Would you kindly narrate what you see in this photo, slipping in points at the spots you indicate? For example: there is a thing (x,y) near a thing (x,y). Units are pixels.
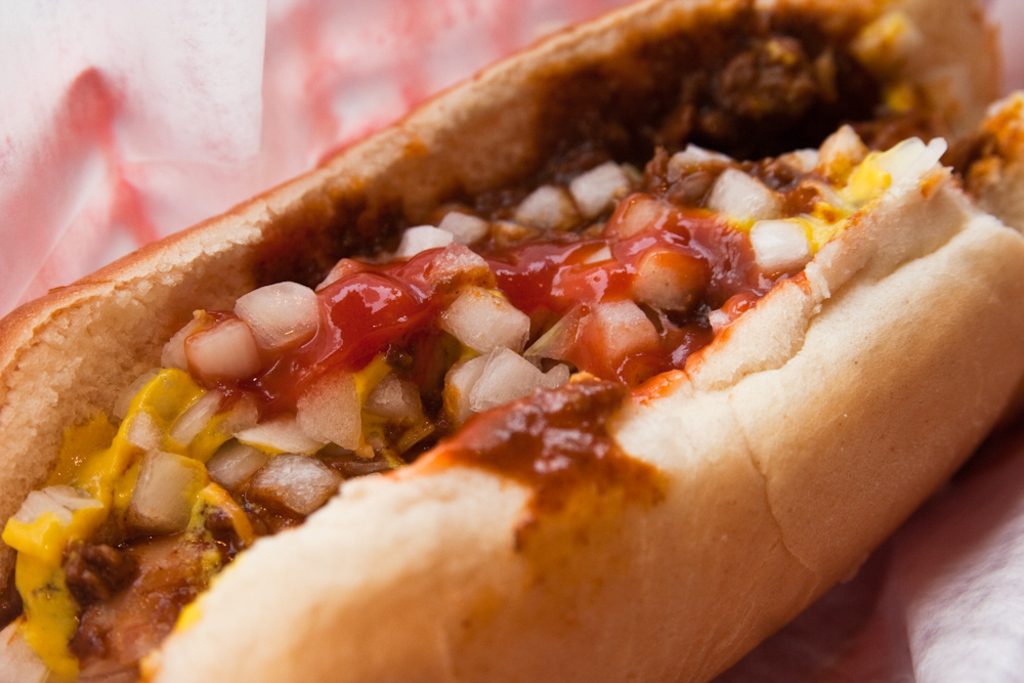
In this picture there is a food (578,483). There are onions (647,325) and there is a sauce (545,297) on the bun (688,455).
